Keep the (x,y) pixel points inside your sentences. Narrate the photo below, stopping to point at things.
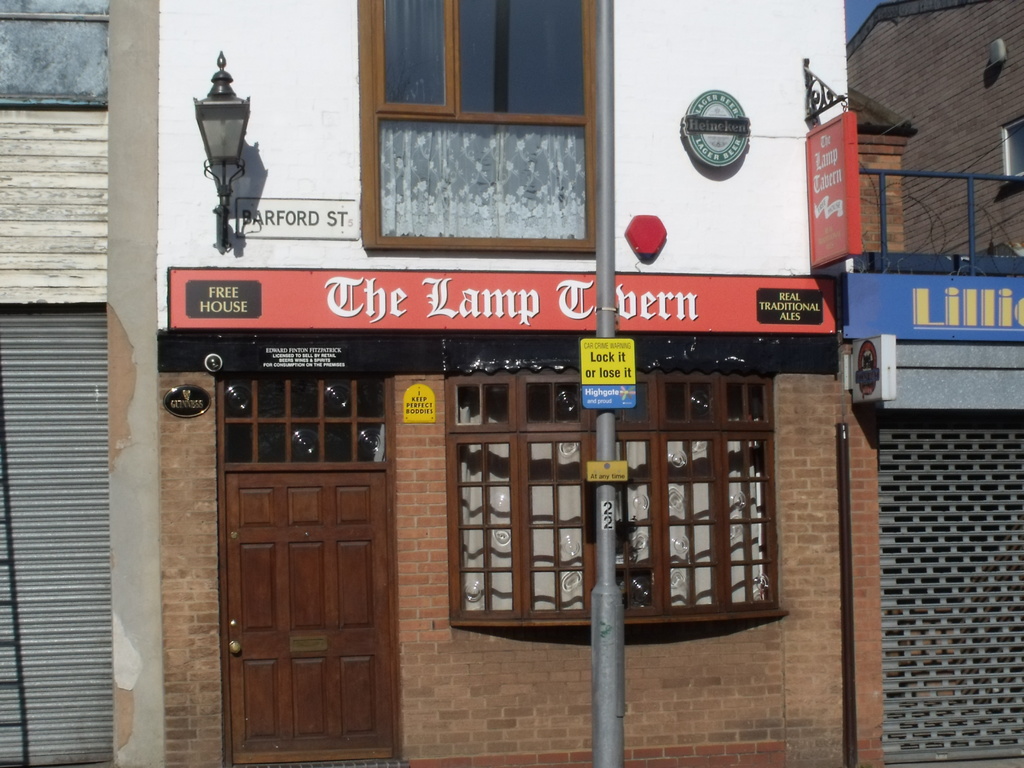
Here we can see buildings (689,97). To this building (251,519) there are windows (509,462) and door (306,479). Boards (958,308) and lamp (211,108) is on the wall (232,65). Sign Boards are on the pole (607,440).
